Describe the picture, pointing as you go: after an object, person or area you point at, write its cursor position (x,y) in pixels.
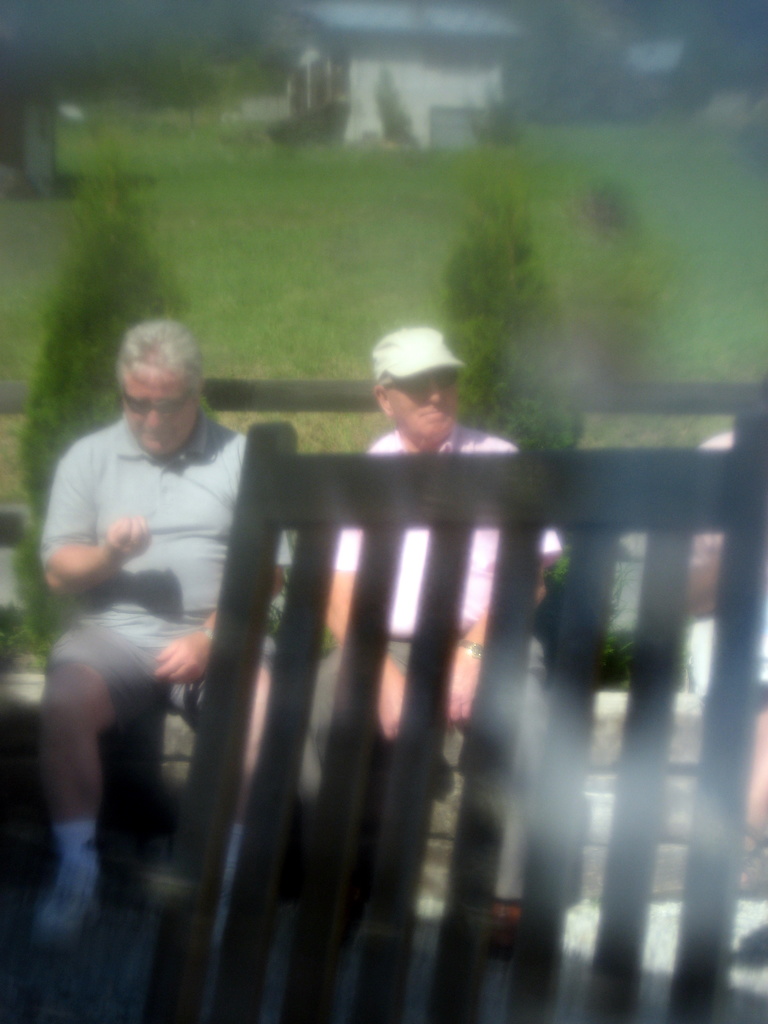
In this image in the front (336,826) there is a wooden stand (457,877). In the center (351,585) there are persons (345,602) sitting, there are plants (463,369) and there is a railing (340,394). In the background (321,121) there is grass (325,203) on the ground (343,201) and there is a house (338,83) and there are trees (708,57).
